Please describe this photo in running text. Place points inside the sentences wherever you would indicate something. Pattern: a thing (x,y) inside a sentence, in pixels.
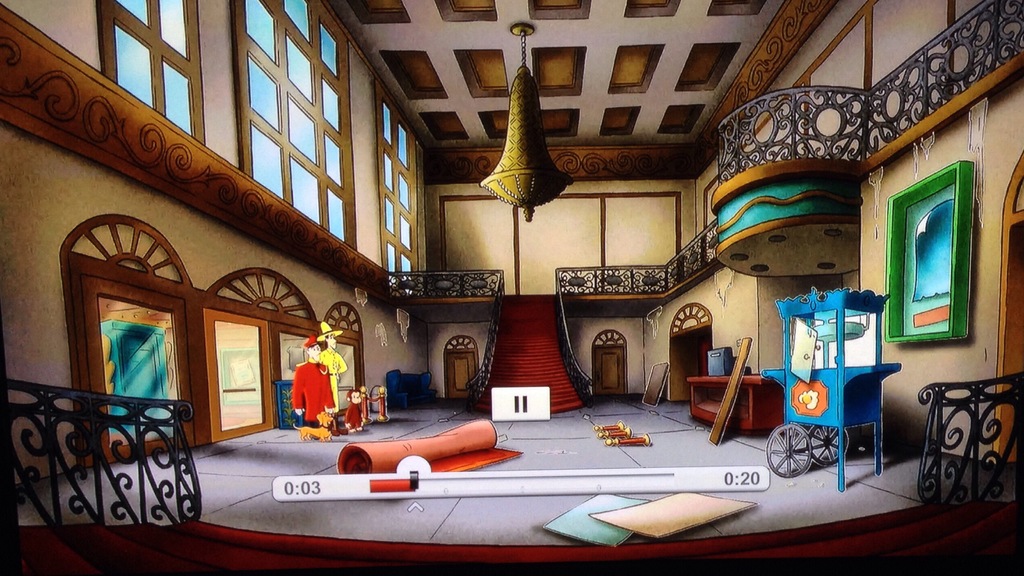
In this picture we can observe a room (424,422) in which there is a red color carpet (418,448). We can observe a blue color vehicle (808,406) here. There are chairs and a railing (577,275). We can observe a chandelier (506,151). On the left side (235,93) there are windows (183,90). We can observe a wall (546,242) in the background (549,240) which is in cream color.
